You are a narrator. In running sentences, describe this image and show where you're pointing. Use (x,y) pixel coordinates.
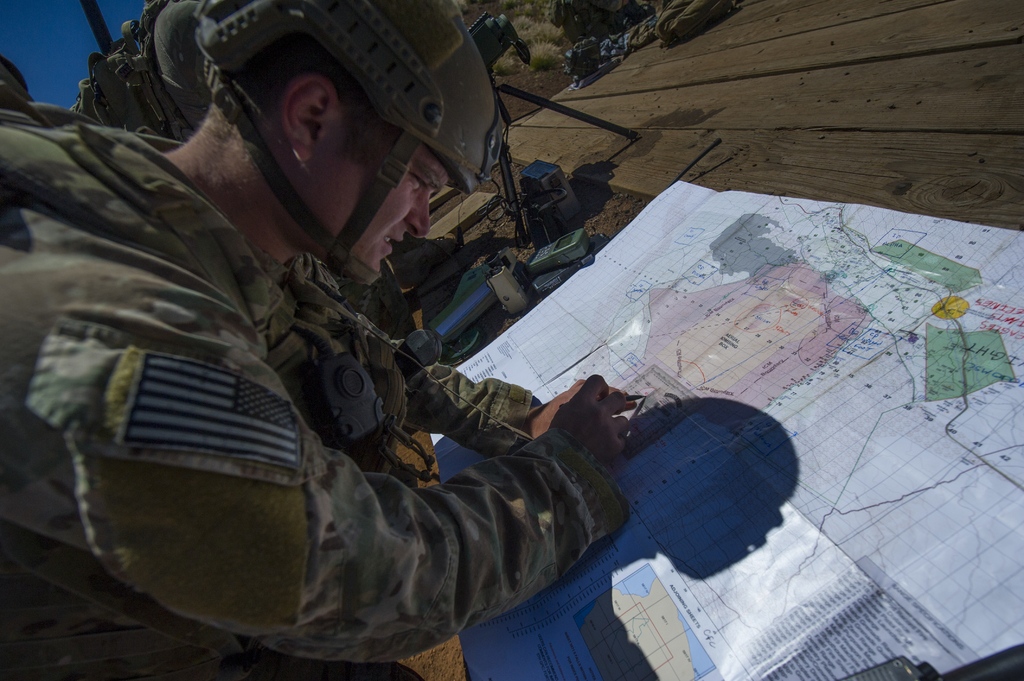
In the center of the image (347,422) we can see one person (296,438) holding a pen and writing something on the paper (738,447). And he is wearing a helmet (428,25). In the background (603,26), we can see remotes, one stand (515,201), tools (533,196), bags (188,32), grass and a few other objects (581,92).
